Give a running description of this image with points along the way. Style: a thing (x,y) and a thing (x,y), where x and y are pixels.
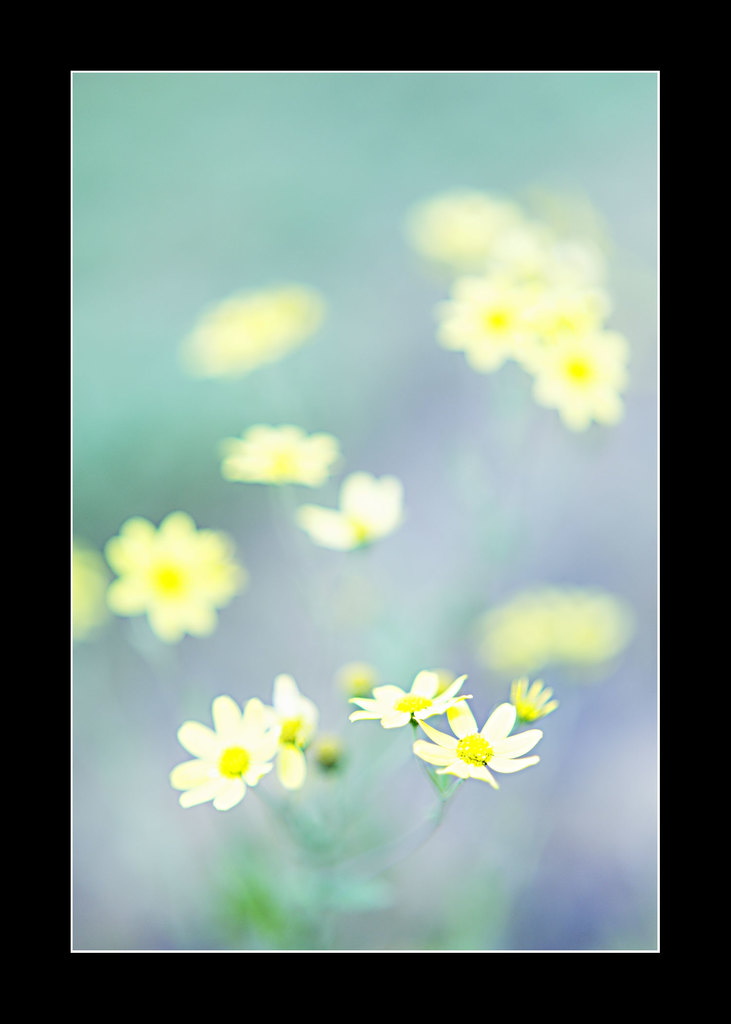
In this image I can see few flowers (234,795). They are in white and yellow color. Background (375,151) is in green and purple color.
